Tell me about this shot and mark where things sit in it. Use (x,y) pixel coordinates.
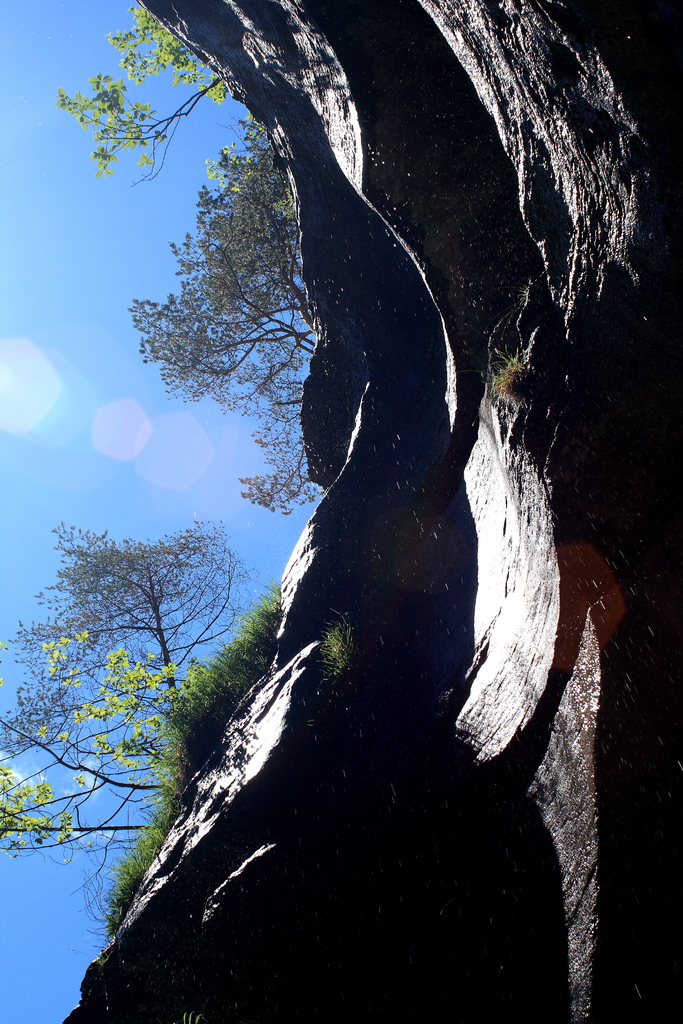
Here we can see a mountain (426,697), grass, and trees (260,486). In the background (243,421) there is sky (96,405).
